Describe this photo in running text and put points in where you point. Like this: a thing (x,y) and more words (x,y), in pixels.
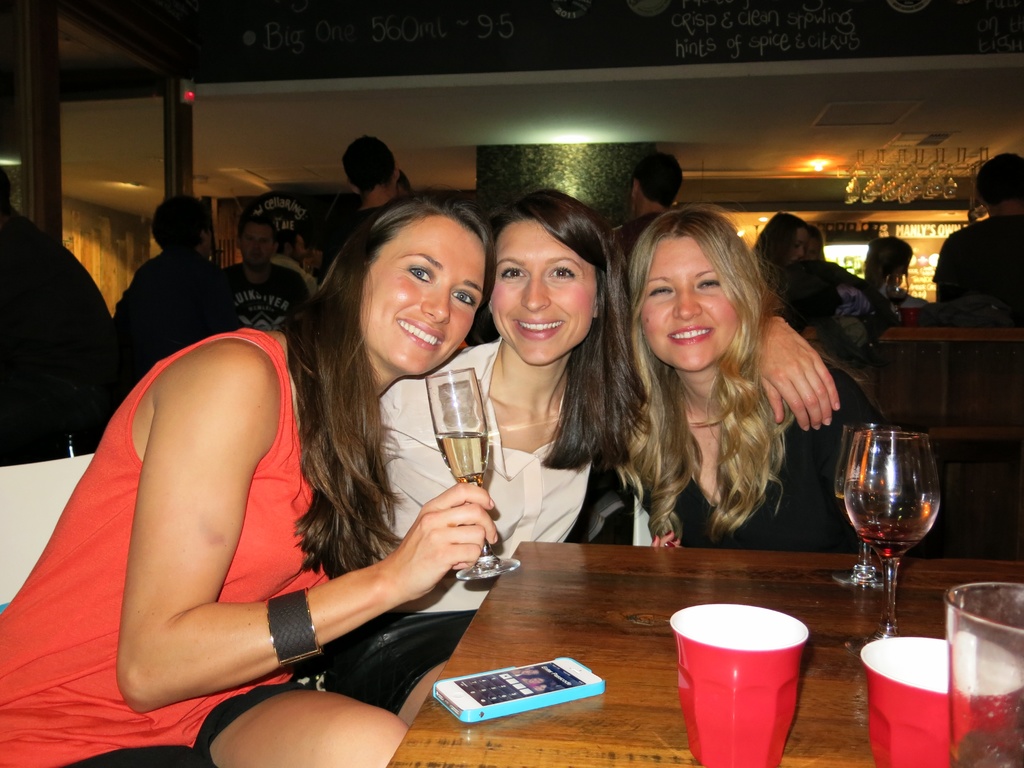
In the image we can see there are people (574,418) who are sitting on chair (17,537) and on table (842,560) there are wine glasses (849,502), mobile phone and cup glasses (684,671). Woman (458,544) is holding wine glass (438,427) in her hand (445,533) and at the back (54,299) people (277,255) are standing. Women (177,355) are smiling in front (733,372).
